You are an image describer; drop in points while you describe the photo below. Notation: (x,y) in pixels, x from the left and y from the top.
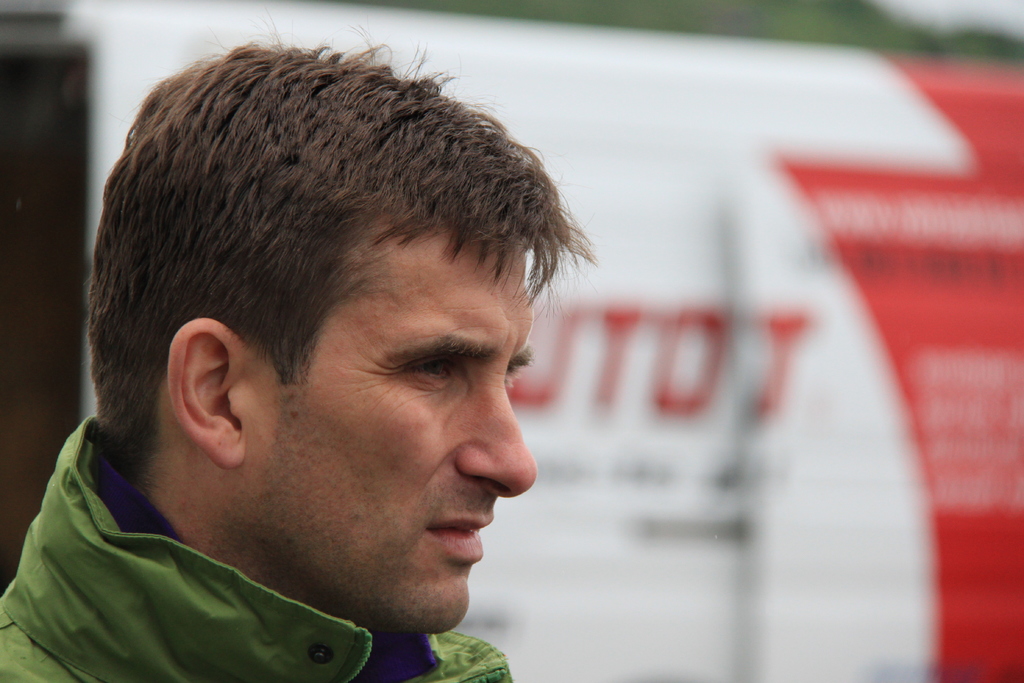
There is a man (150,466). In the background (840,126) it is blurry and we can see hoarding (749,497).
